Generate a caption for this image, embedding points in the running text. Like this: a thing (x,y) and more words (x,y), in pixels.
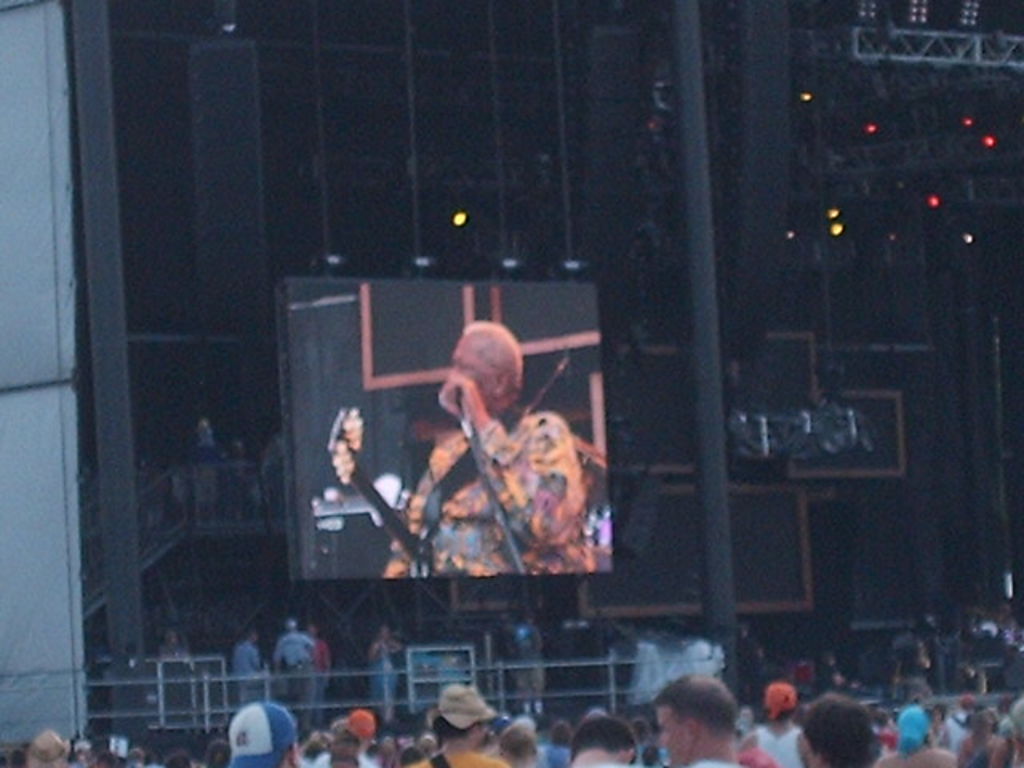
In this image we can see a few people (516,725) and a building (756,568), there are some poles (725,577), lights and grille (468,679), there is a board (353,552), on the board (300,570), we can see the person image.
